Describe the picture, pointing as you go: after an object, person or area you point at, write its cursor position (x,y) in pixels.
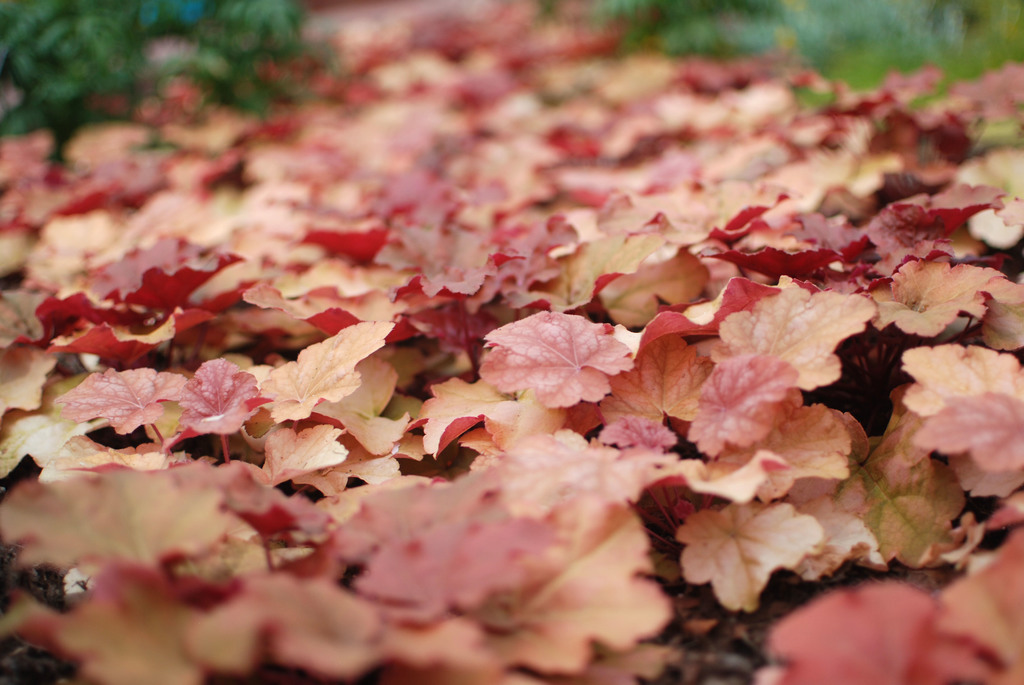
In this image we can see some plants (300,494).
